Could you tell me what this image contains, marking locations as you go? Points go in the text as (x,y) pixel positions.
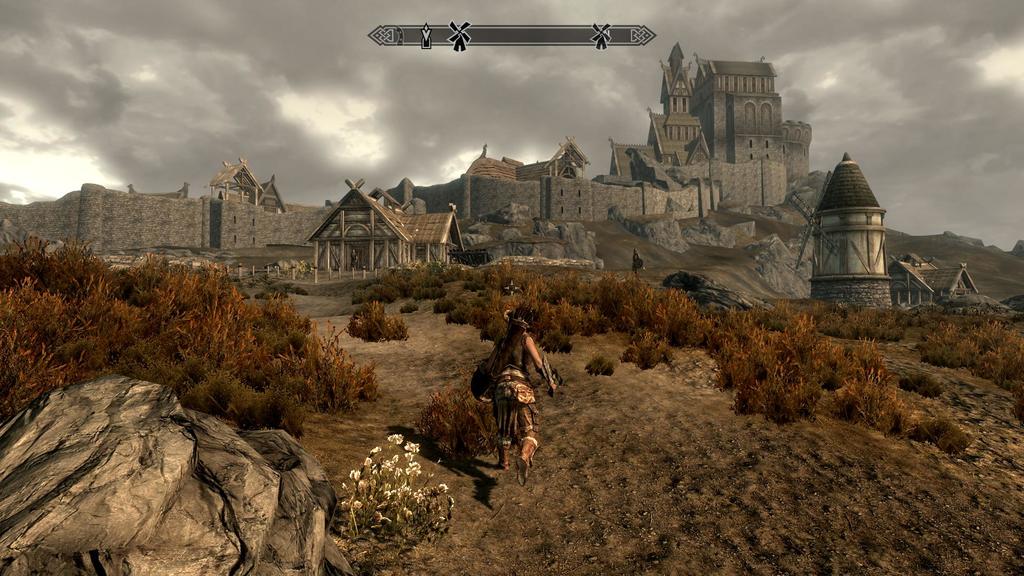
This is an animated picture. In the background (943,113) we can see the sky (902,194), a fort (208,238), houses (449,226). We can see a person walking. We can see the plants (953,365), rocks (263,515) and flowers (410,506).
